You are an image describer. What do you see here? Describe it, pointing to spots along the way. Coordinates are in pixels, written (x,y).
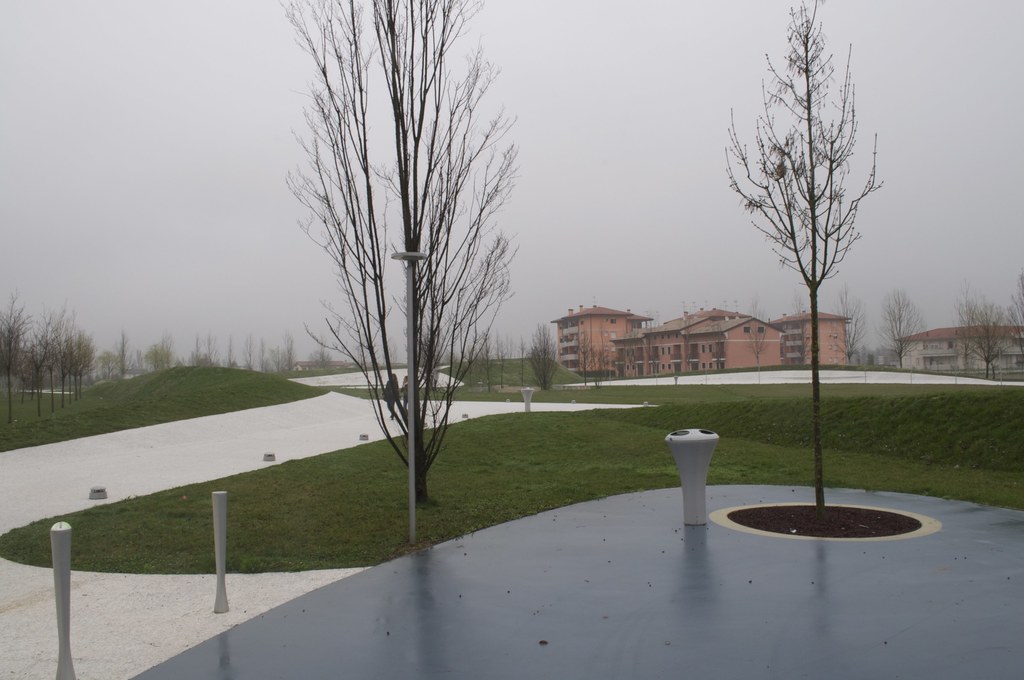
In this image we can see the buildings (653,329), trees (9,367), path (342,399) and also the grass (121,378). We can also see the barrier rods (62,626). In the background (584,133) we can see the sky (685,116).
